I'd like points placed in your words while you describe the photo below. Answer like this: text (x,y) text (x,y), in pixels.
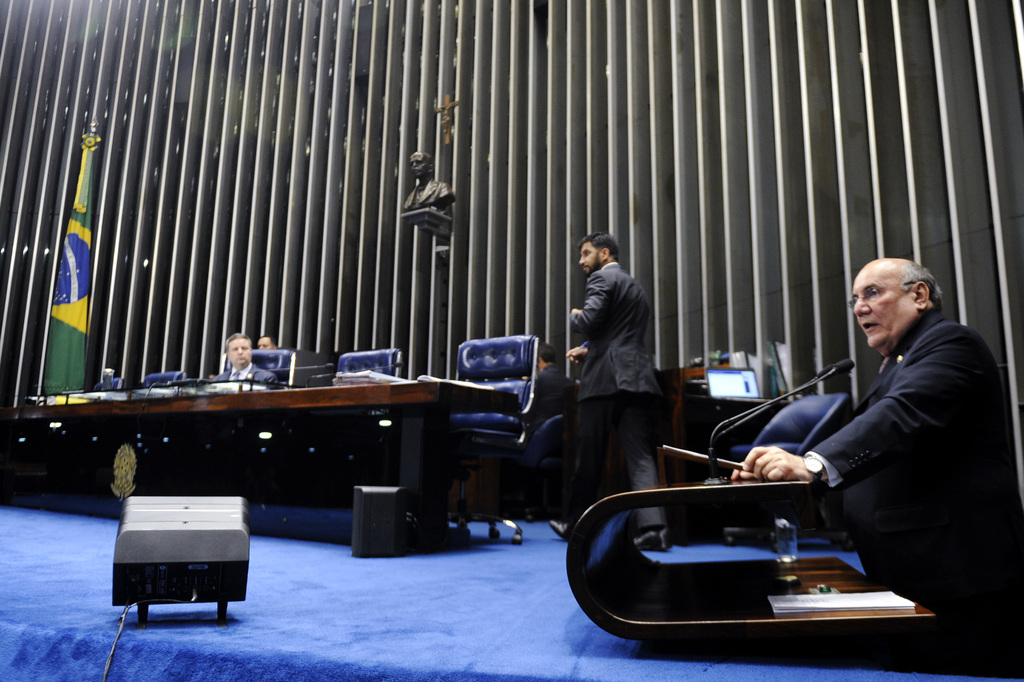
The person (916,438) wearing a black suit (929,447) speaking in front of a mike (799,391) and the person (646,339) wearing black suit (605,341) is walking and there are few people (242,341) sitting in the chairs (264,353) and there is table (153,402) in front of them.
